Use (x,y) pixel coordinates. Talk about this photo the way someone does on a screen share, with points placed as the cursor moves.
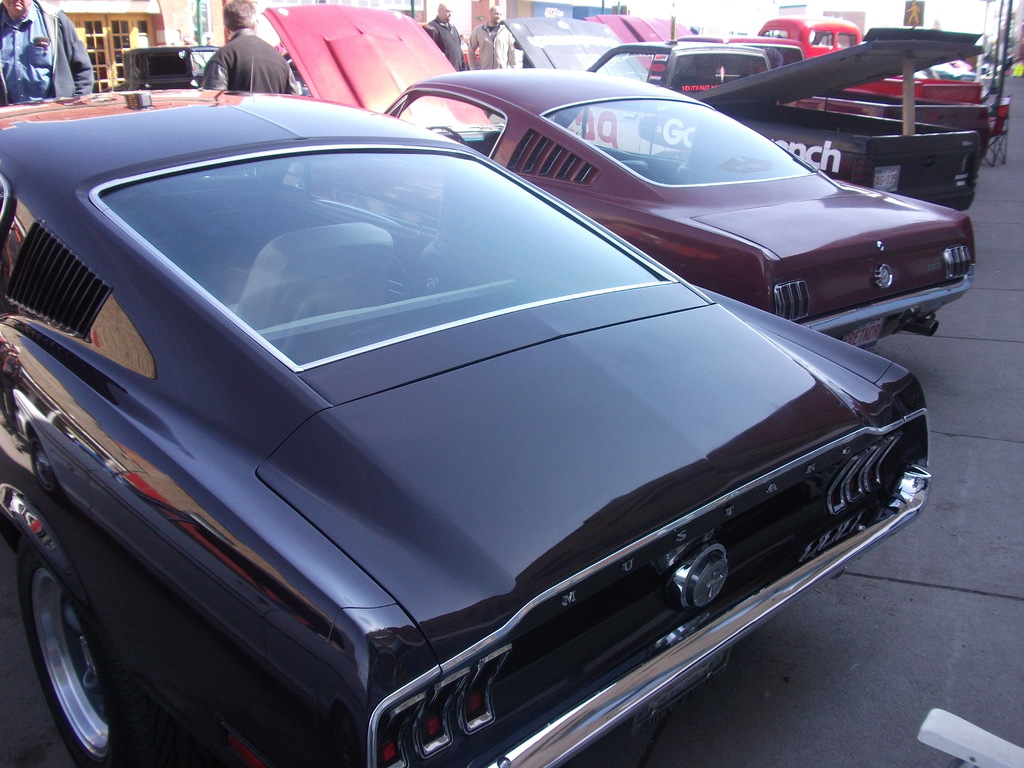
In this picture we can see vehicles (668,432) on the road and in the background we can see people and some objects (845,14).
